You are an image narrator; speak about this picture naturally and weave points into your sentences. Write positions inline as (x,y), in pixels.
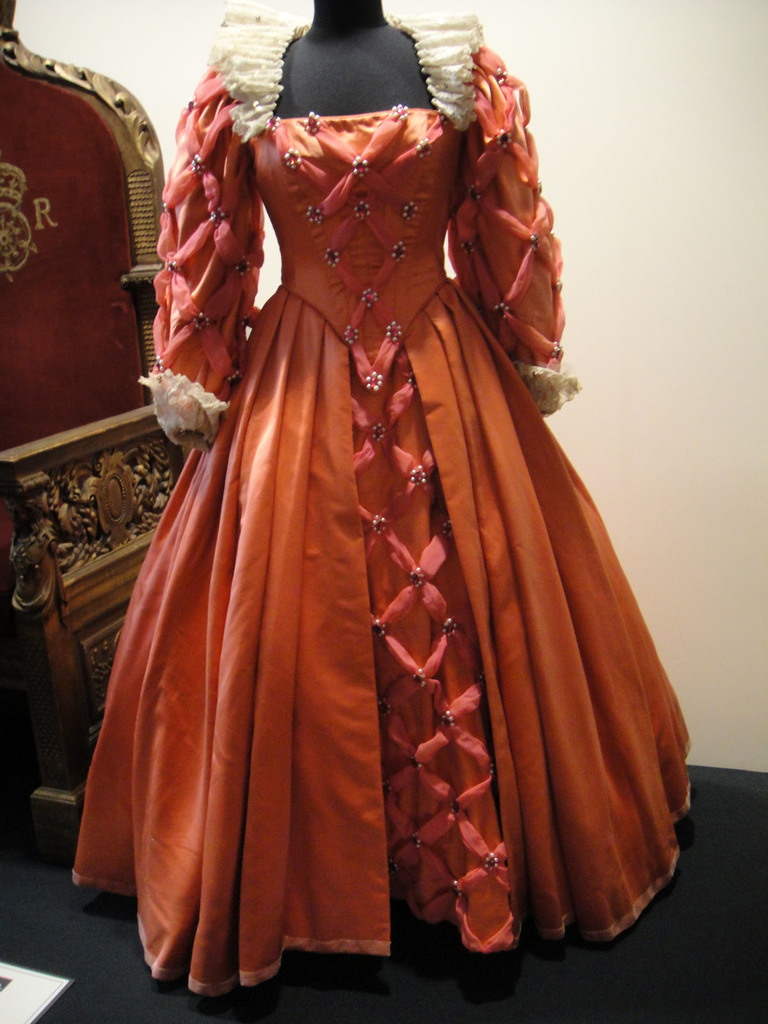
In this image we can see a dress (548,594). To the left side of the image (125,205) we can see a chair (55,560) placed on the ground (332,979).
